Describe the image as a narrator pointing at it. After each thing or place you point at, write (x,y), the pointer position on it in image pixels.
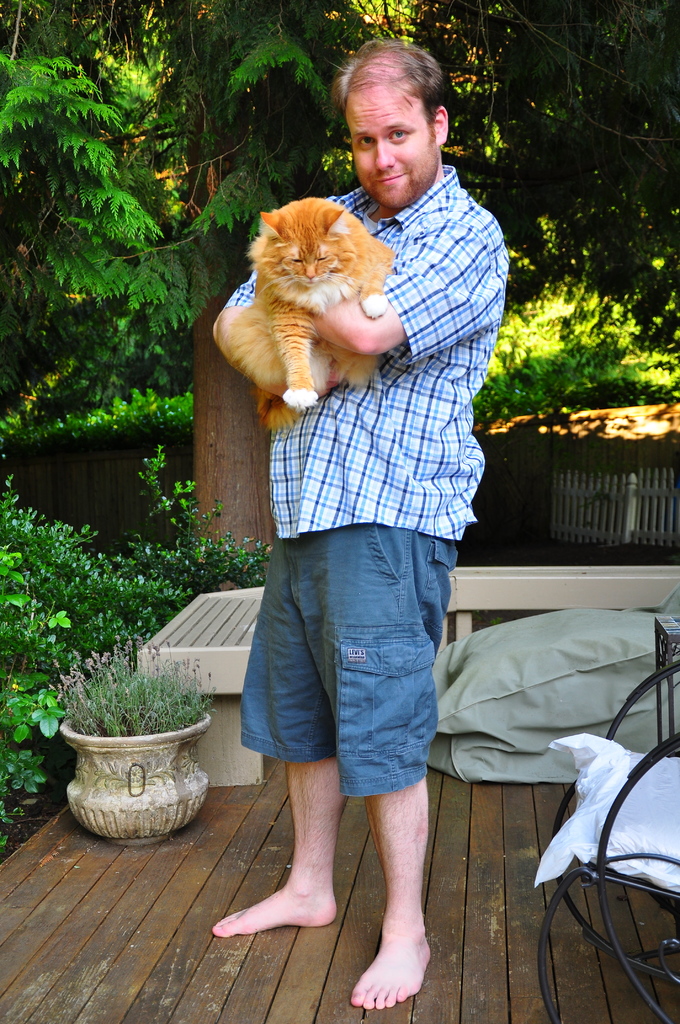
in this picture the person (334,400) is standing and catching a cat (301,272) on his hand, here we can also see some trees (319,112) and chair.
